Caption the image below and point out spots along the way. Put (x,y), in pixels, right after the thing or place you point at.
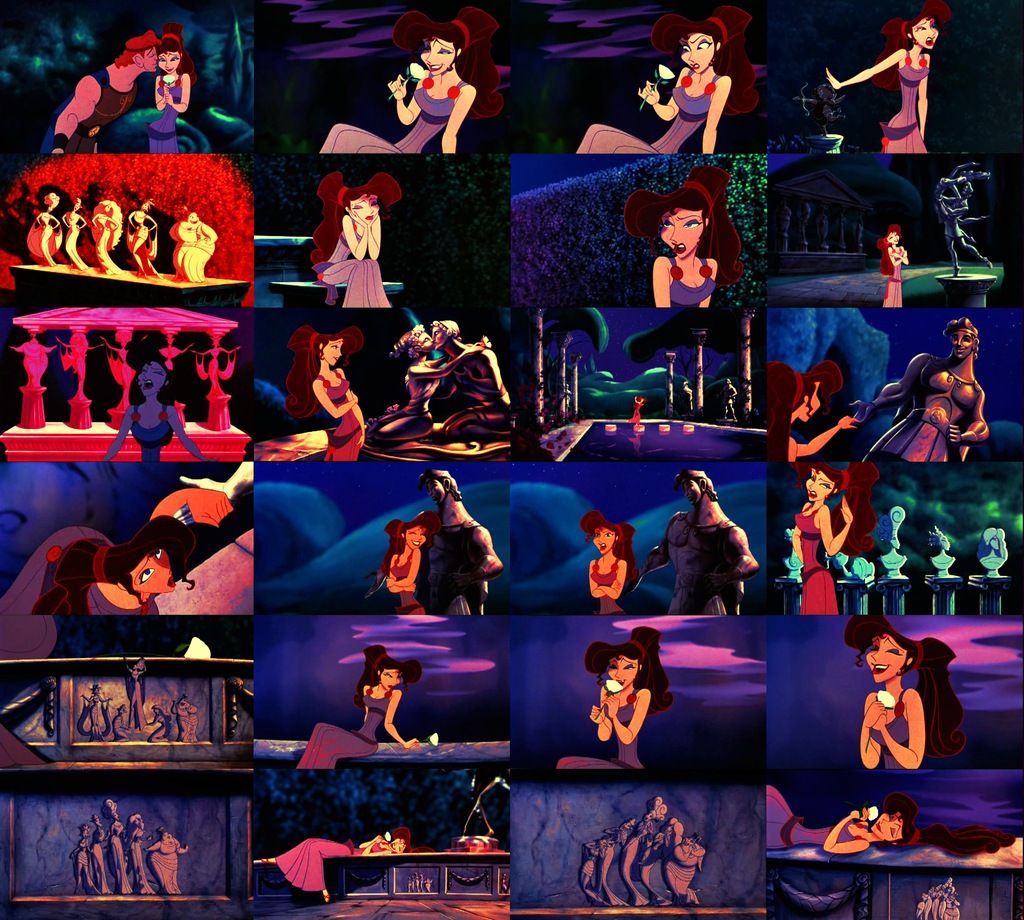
In this image we can see collage. In few images we can see cartoon characters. In few images we can see sculptures (110,698) and few other things (790,225).
